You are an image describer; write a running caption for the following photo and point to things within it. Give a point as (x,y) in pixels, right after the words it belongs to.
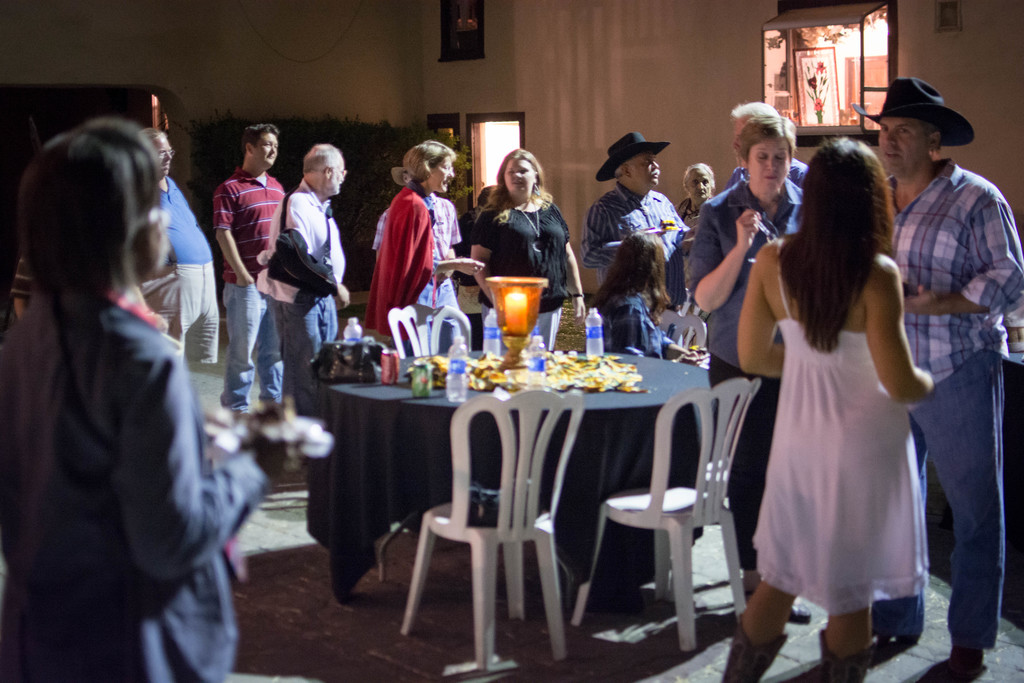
Group of people (127,255) standing and this person (615,317) sitting on the chair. We can see chairs (516,419) and table (377,414), on the table (584,449) we can see bottles (463,368), tins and objects (366,372). This is floor (381,596). On the background (390,115) we can see wall (571,17), frames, door (515,143), plant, window (847,67). These two persons (941,242) are wear hat (940,128).
